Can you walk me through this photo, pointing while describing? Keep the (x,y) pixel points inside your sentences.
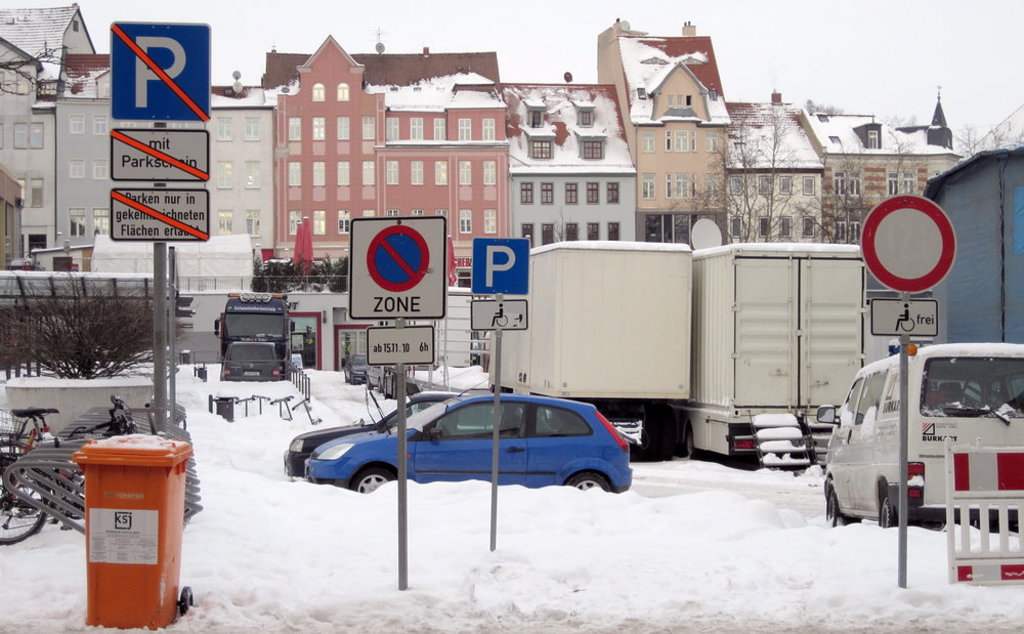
In the image we can see there is a ground (542,540) covered with snow (47,532) and there are bicycles (33,414), cars (886,444) and vehicles (781,276) parked on the ground (346,520). There is a dustbin (105,475) and there are sign boards (400,328) kept on the ground (451,372). Behind there are trees (122,315) and there are buildings (445,192) covered with snow (635,58). There is a cloudy sky (557,50).
